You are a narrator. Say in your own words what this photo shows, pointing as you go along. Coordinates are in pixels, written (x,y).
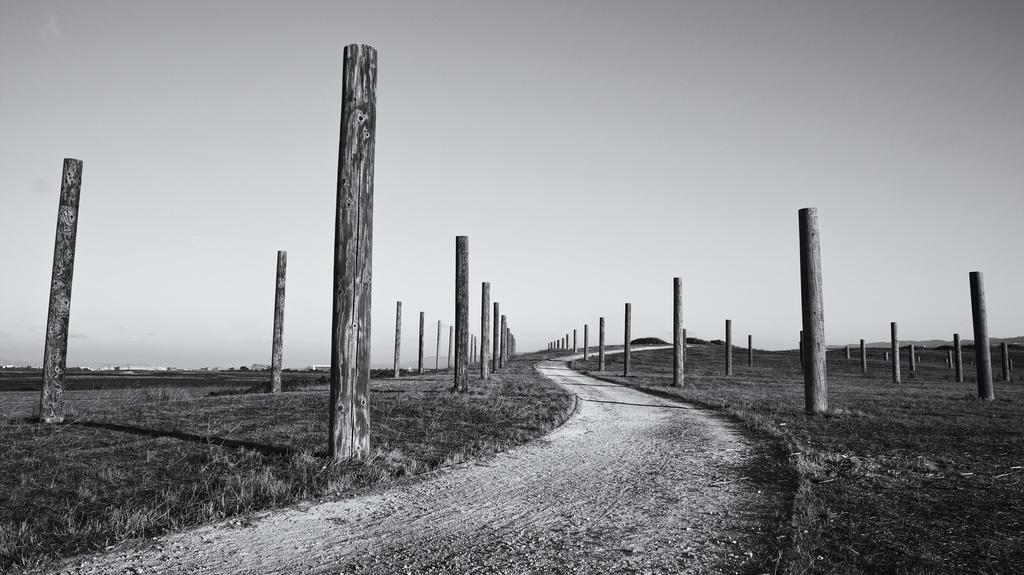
In this image there are wooden poles (338,374) and in the background (663,344) there are buildings (150,369) and trees (86,370) and in the front (193,465) on the ground (153,460) there is dry grass (144,467).
